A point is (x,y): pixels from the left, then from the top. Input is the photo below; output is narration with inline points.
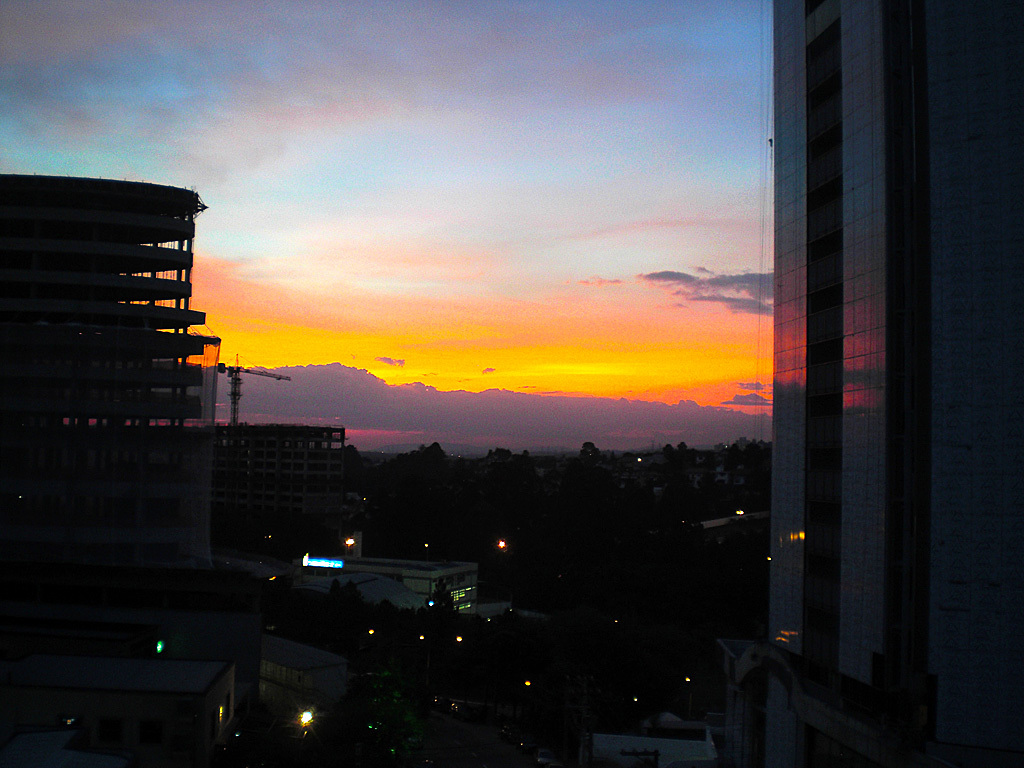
In this image I can see few buildings (230,591) and I can also see few lights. Background (587,244) the sky (563,309) is in orange, blue and white color.
